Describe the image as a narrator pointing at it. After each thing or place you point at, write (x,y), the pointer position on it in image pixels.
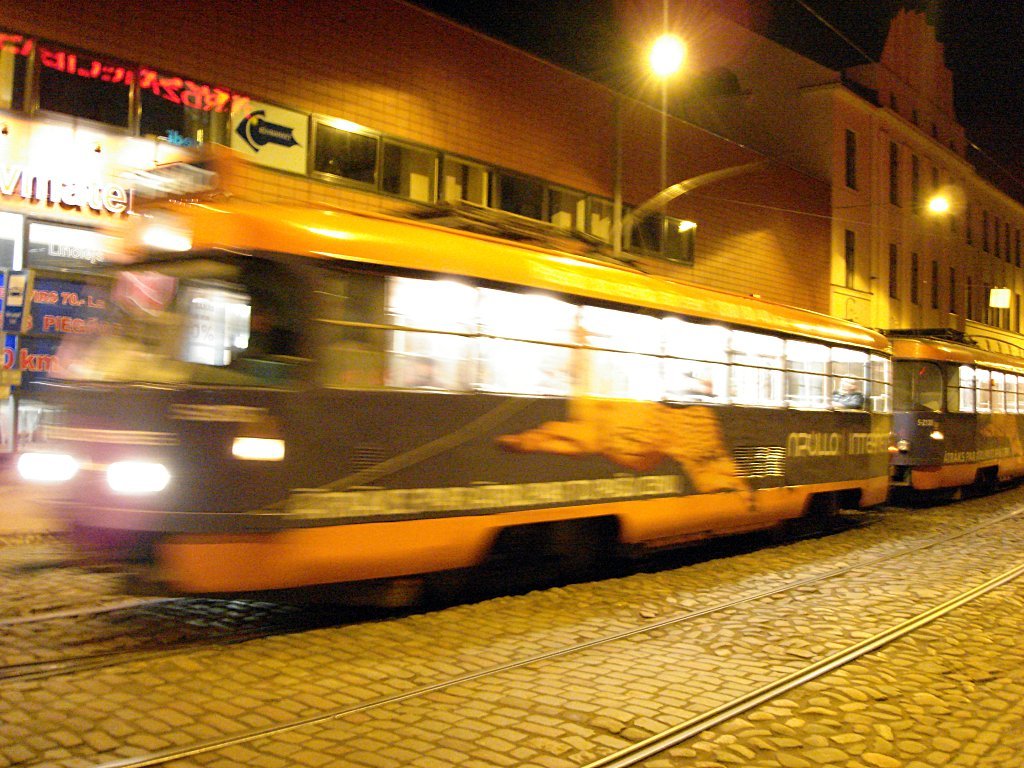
In the center of the image (480,279) there are trams (449,560). In the background of the image (319,101) there are buildings (709,203). There is a street light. At the bottom of the image (700,691) there is road (463,688).
